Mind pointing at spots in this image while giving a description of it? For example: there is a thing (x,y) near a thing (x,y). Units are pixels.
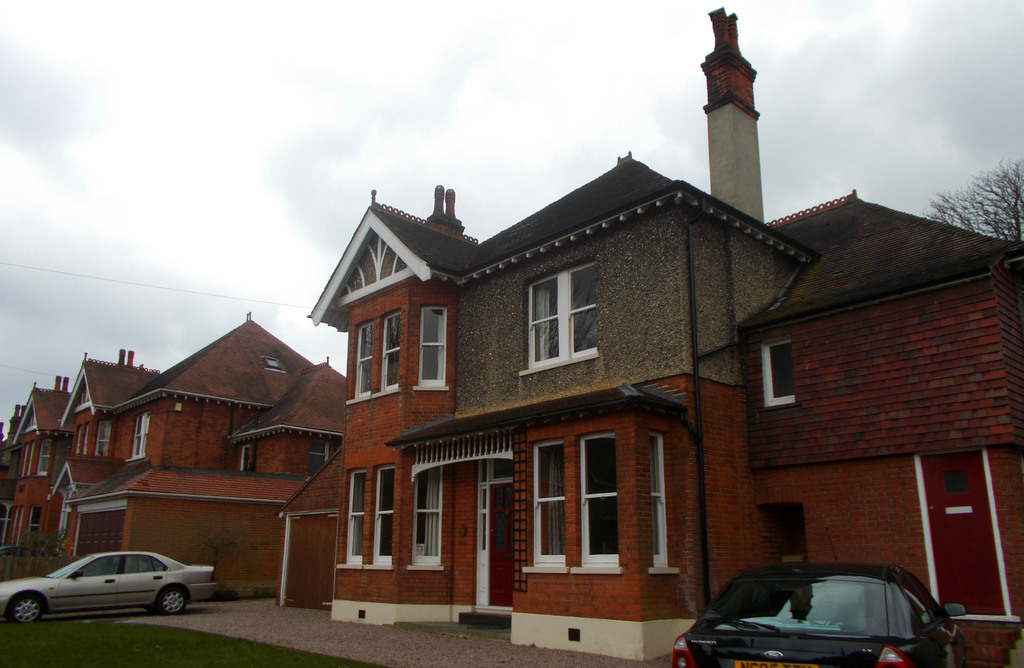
In this image in the front (207,632) there's grass (208,640) on the ground (219,632). In the background (361,490) there are cars (173,584) and there are houses (432,408). On the right side (995,203) there is a dry tree (980,199) and the sky (341,137) is cloudy.
